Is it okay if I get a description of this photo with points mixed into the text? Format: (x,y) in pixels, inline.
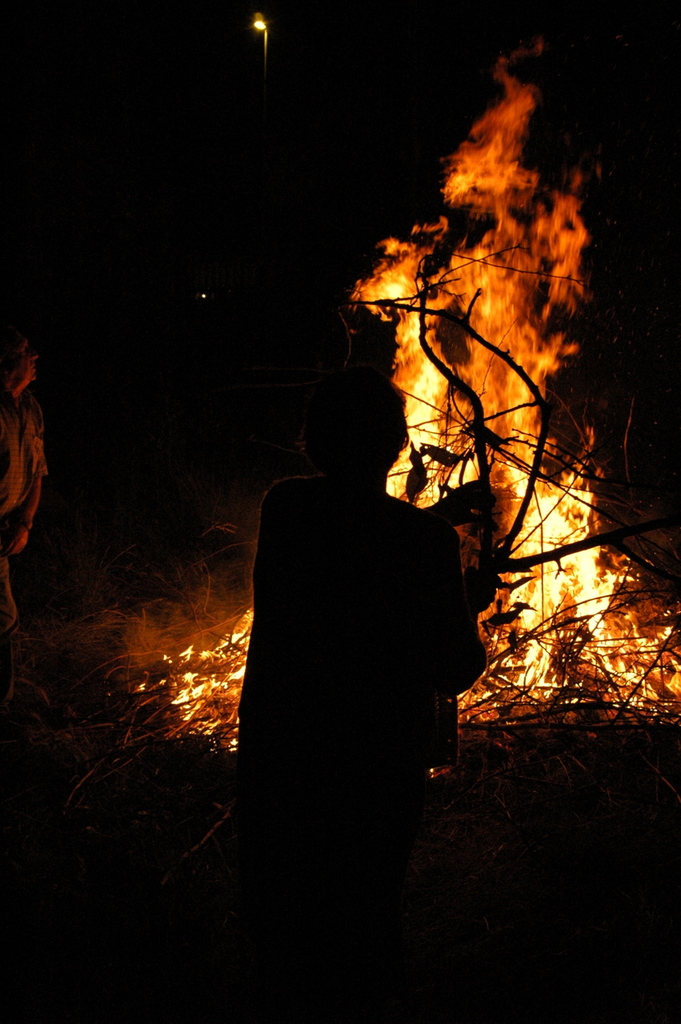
In this image we can see two people (445,649) on the ground (209,899). We can also see some branches (498,729) of a tree (508,726), fire (514,675) and a light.
